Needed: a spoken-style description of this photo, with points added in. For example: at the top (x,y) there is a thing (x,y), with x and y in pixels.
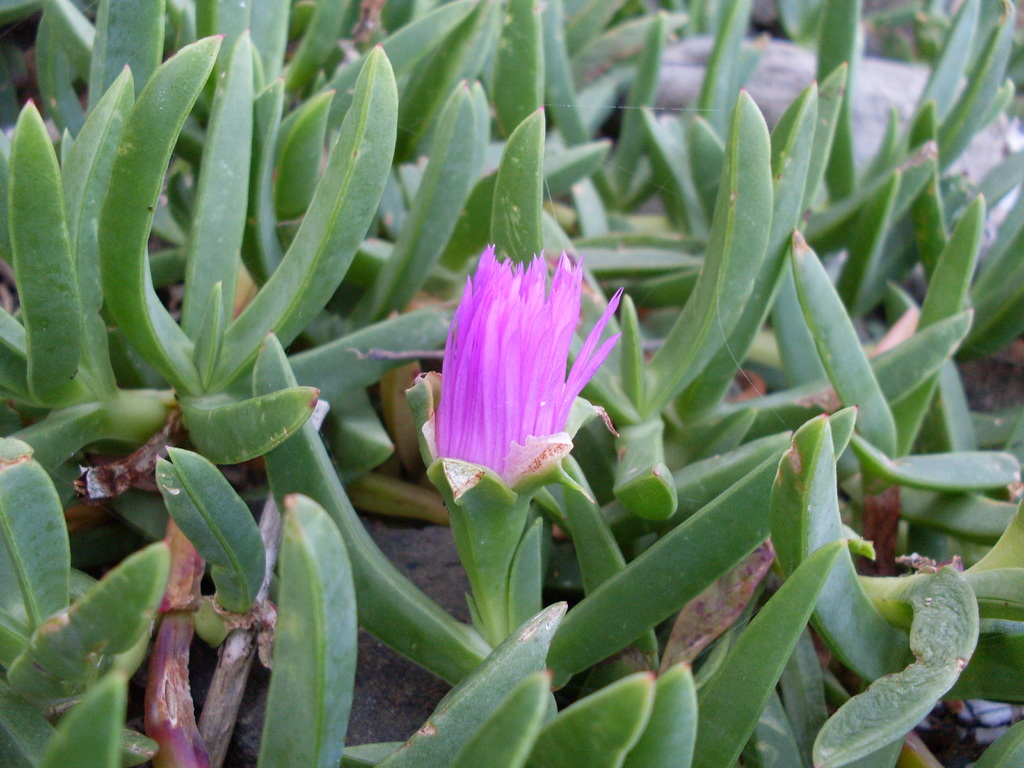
In this image we can see plants (717,346) and a flower (543,337).
